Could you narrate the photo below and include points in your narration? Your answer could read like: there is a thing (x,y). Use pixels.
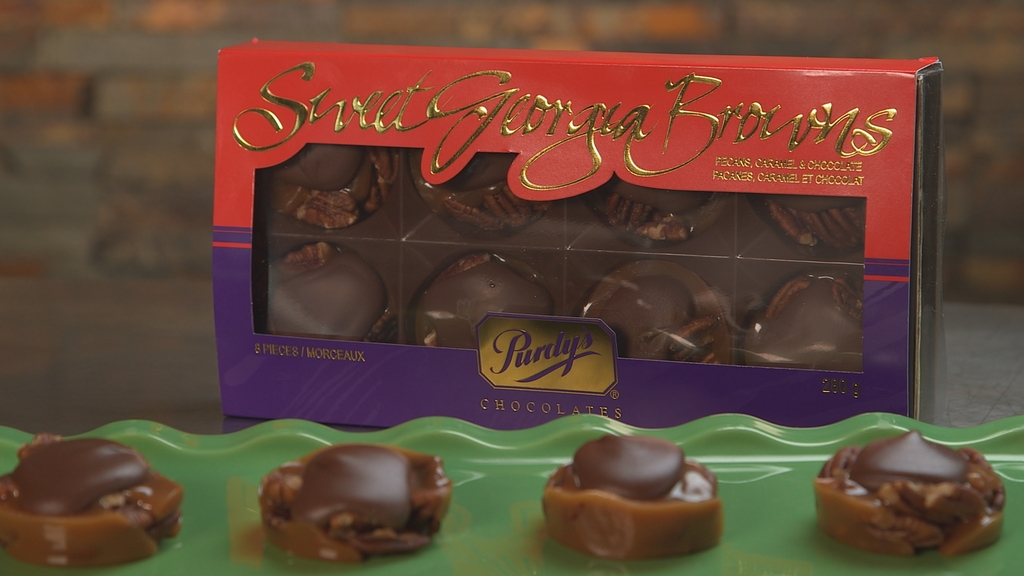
In this image we can see chocolates (608,493) placed on the tray (739,493) and in the box (402,211).
